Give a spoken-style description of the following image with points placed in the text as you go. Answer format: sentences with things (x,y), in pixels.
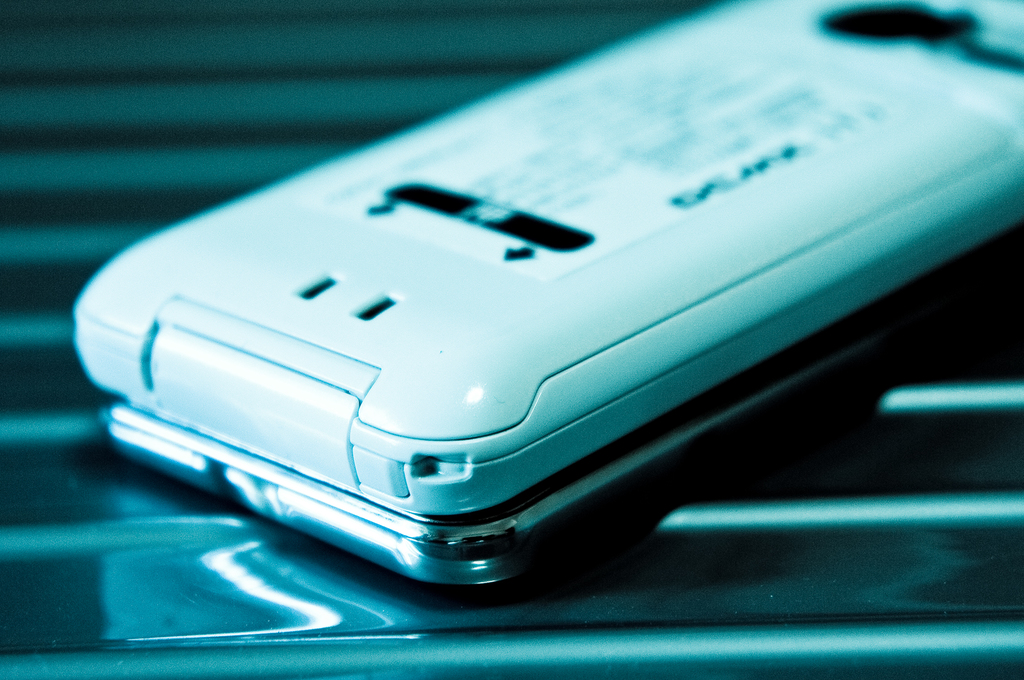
In this picture we can see a mobile phone (419,381) in the front (393,372), there is a blurry background (515,50), there is a paper (591,161) pasted to the mobile (632,122).
